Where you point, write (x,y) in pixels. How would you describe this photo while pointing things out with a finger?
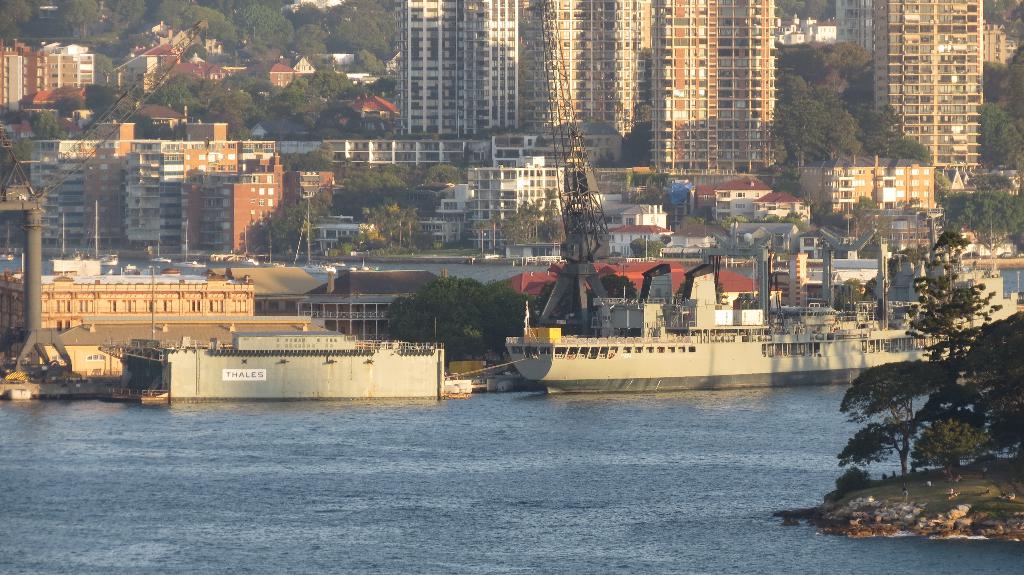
In the image at the bottom (313,544) we can see water (346,498) and on the right side (957,396) there are people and trees (893,373) on the ground (893,499). There is a big ship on the water (459,501) and we can see container box (351,399), cranes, buildings (373,316) and trees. In the background (506,222) there are boats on the water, buildings (407,102), trees (331,134) and houses (903,239).
